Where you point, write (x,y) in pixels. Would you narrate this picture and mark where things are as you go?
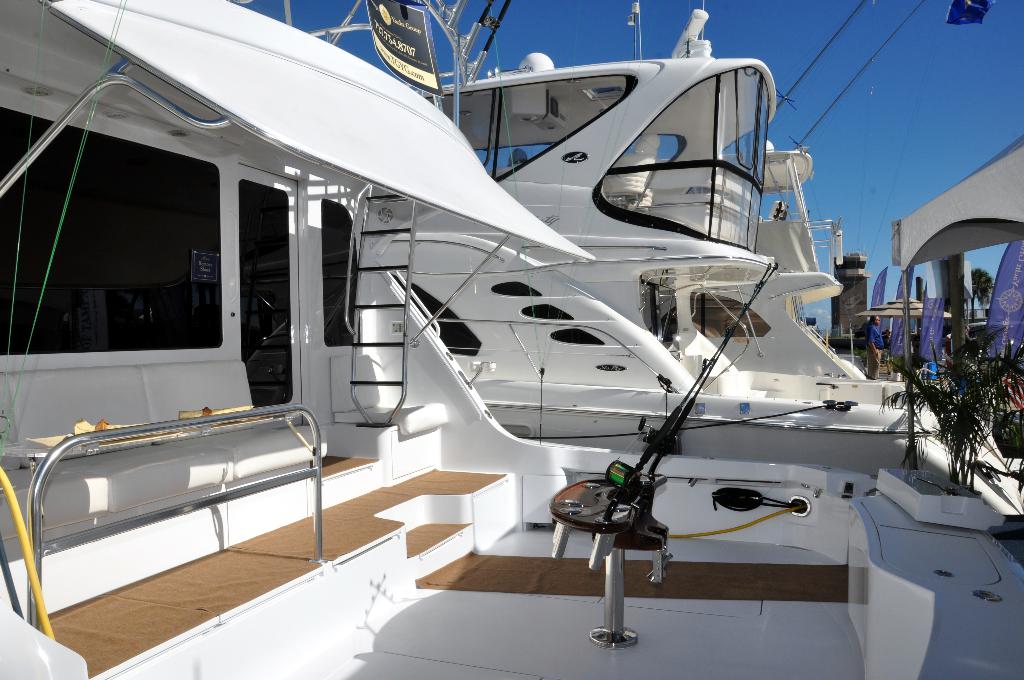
In the image we can see the interior of the ship (601,460), these are the ropes (25,201), plant (936,389), tree (985,296) and a sky (937,141). We can even see there is a person (868,340) standing, wearing clothes (879,346). This is a poster (398,51) and a ladder (379,234).
